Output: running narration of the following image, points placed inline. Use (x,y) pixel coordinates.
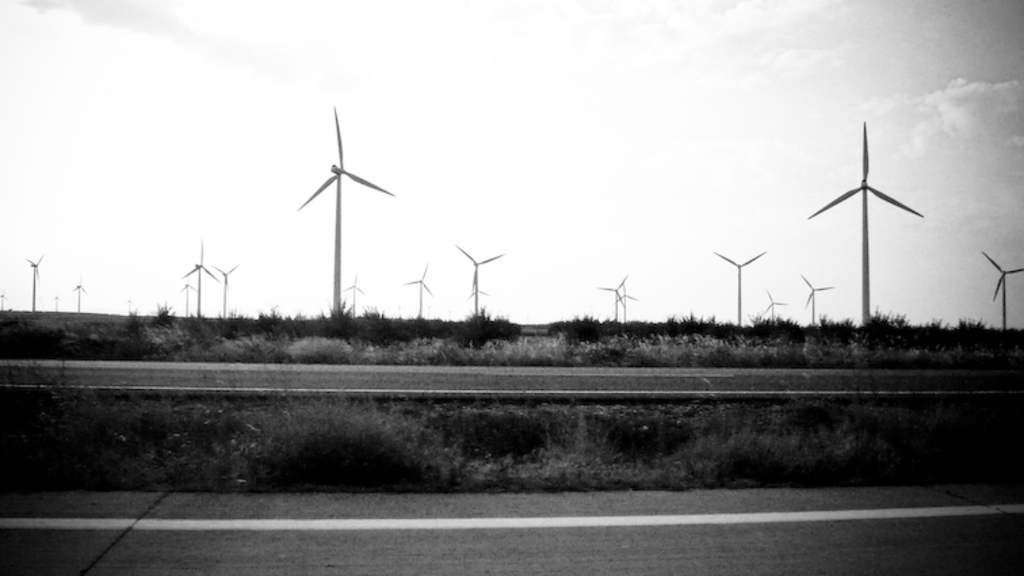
In this image at the bottom (358,518) there is a road (1008,511), and there are some plants (547,357) and in the background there are windmills (729,262). At the top (267,66) there is sky (524,120) in the center (456,369) it seems that there is a road (473,369).
